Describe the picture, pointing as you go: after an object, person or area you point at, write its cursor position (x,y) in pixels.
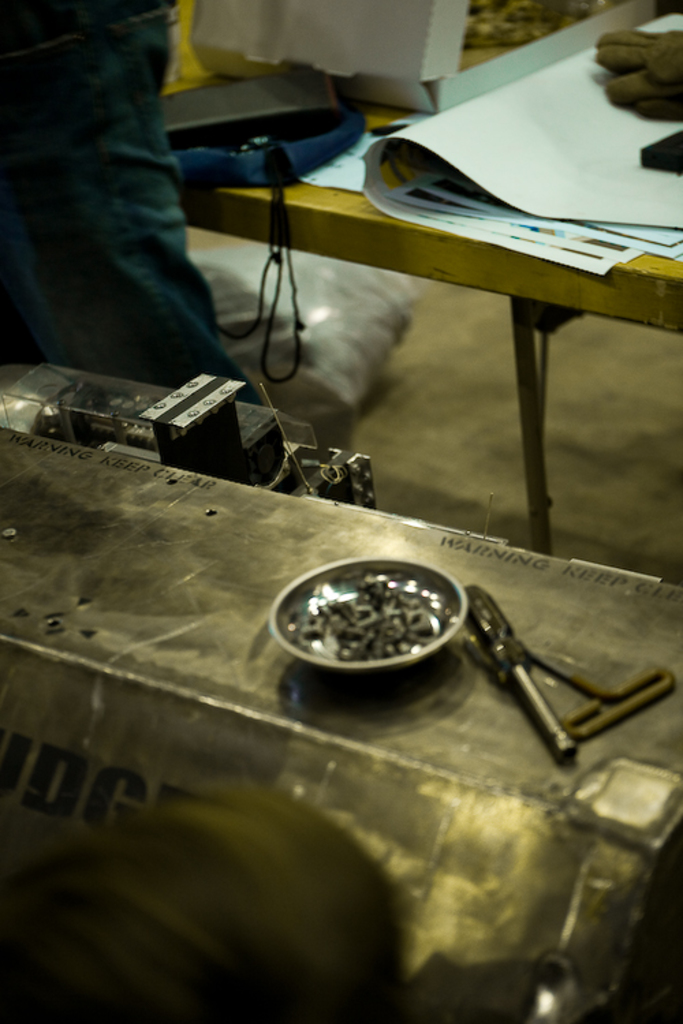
In this picture, there is a metal (492,882) in the center (229,490). On the metal (489,683), there are some objects (294,652). At the bottom (208,898), there is a person (275,836). On the top (155,223), there is a person (62,294) wearing blue jeans (126,212). Before him, there is a table (677,280). On the table (618,303), there are some objects (534,149).
